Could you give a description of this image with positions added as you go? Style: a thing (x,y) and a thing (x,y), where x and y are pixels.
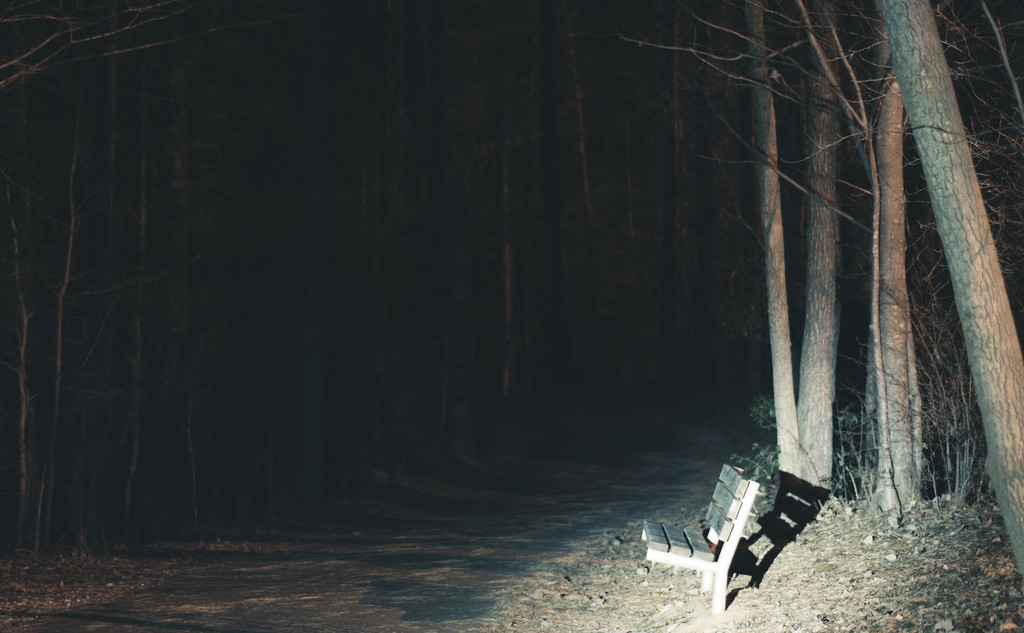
In this image I can see, at the bottom (412,516) it is the road (485,525). On the right side (706,560) there is a bench (731,490) and there are trees (620,198) in the middle of an image (418,221). It is in the nighttime.
